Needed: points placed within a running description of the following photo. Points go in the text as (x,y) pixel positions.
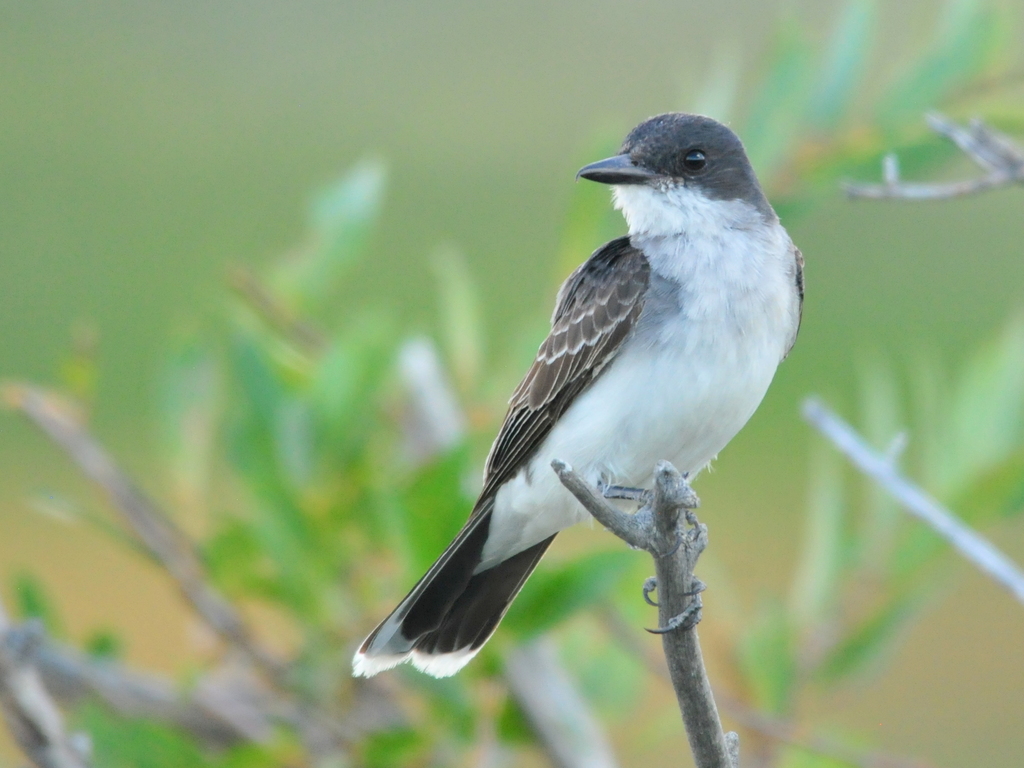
In this image we can see there is a bird (659,283) on the stick (688,686) and blur background (339,435).
